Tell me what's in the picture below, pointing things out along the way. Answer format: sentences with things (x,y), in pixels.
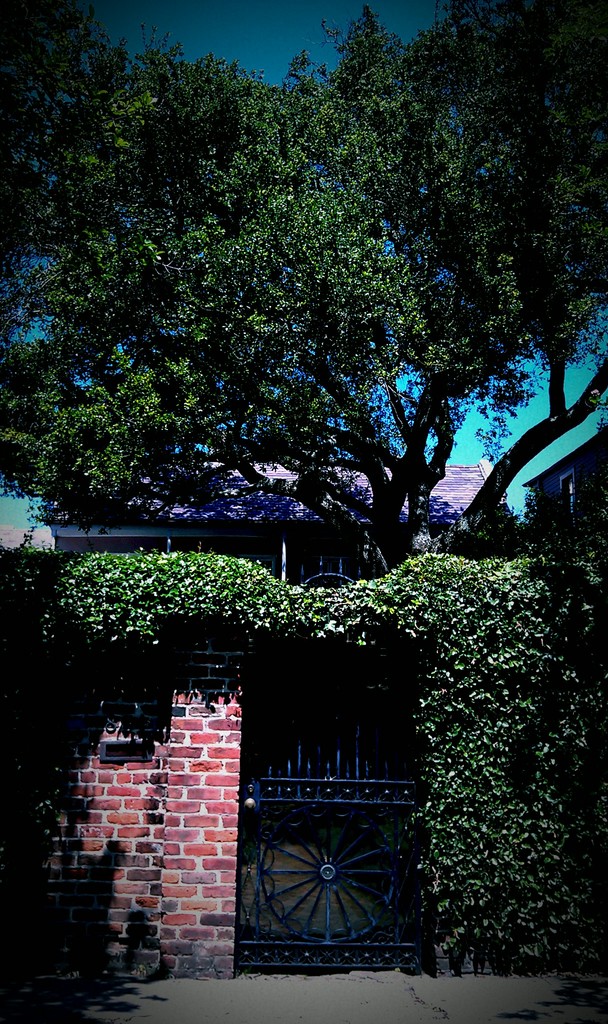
In this image we can see the buildings (346,540). In front of the building (278,568) we can see a tree (348,498), wall (99,868), gate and plants (453,775). At the top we can see the sky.
